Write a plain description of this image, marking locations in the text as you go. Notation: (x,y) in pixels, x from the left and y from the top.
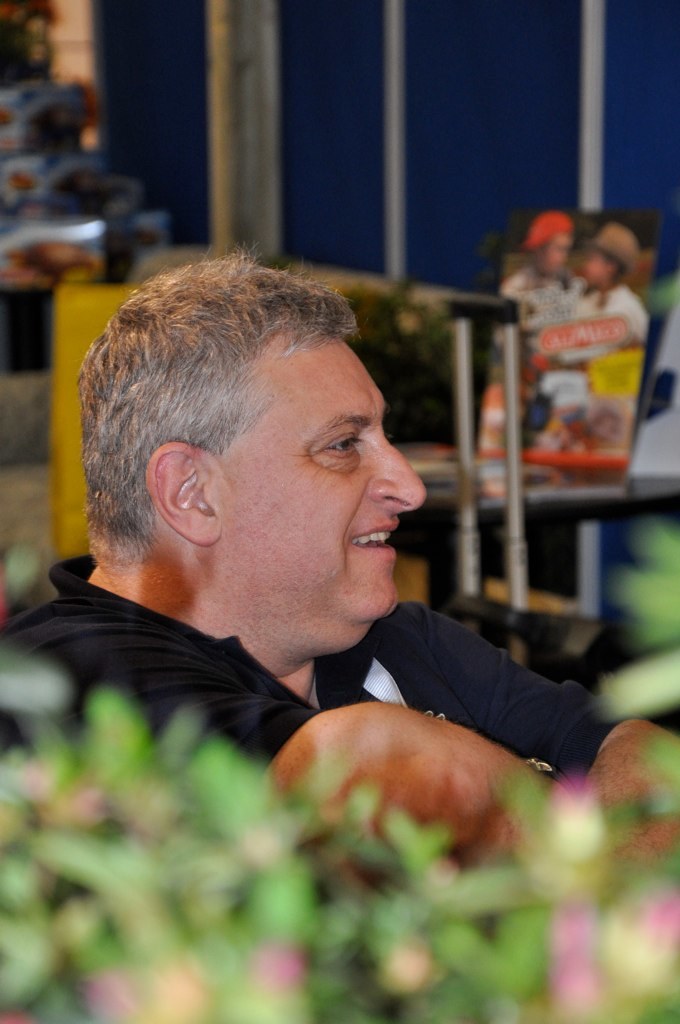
In this picture there is a man (322,648) wearing black color shirt (477,661) sitting and looking on the right side (531,721). Behind there is a blue color curtain wall (521,194). In the front (177,981) there is a green leaves (144,956) and purple flowers (113,995).
